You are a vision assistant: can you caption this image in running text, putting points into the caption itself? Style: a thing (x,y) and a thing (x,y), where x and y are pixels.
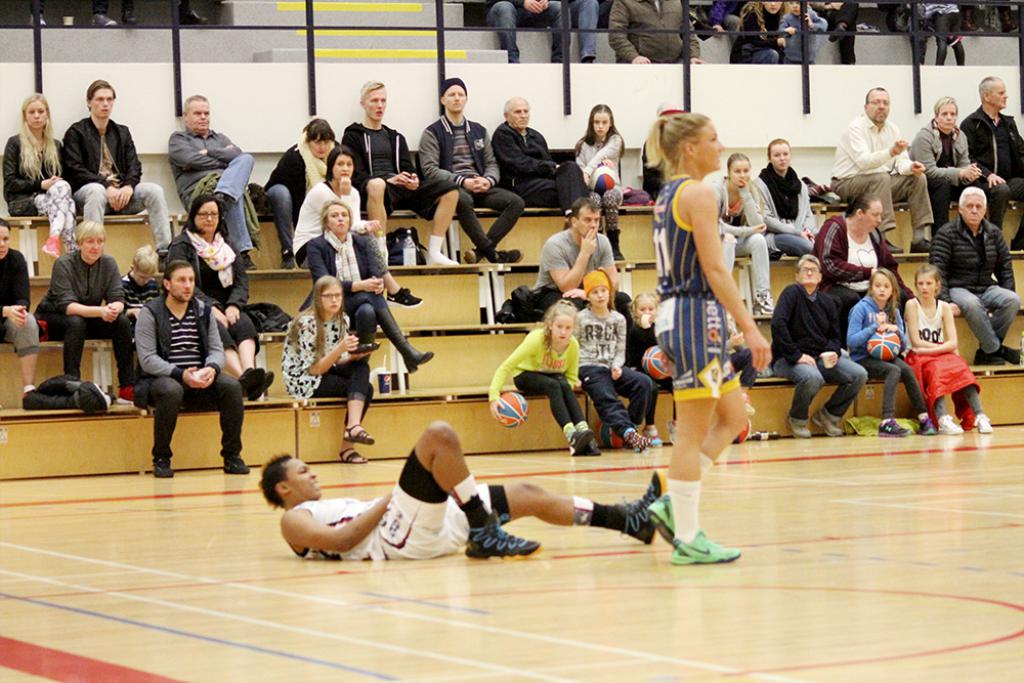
This is a basketball court (785,607). There is a person (682,382) walking and a person (349,519) lying on the floor (543,559). In the back (398,414) there are steps (563,225). On that there are many people (500,191) sitting. Also there are many other items (524,298). Some are holding balls (877,336). At the top (876,31) there is a railing (803,52).
